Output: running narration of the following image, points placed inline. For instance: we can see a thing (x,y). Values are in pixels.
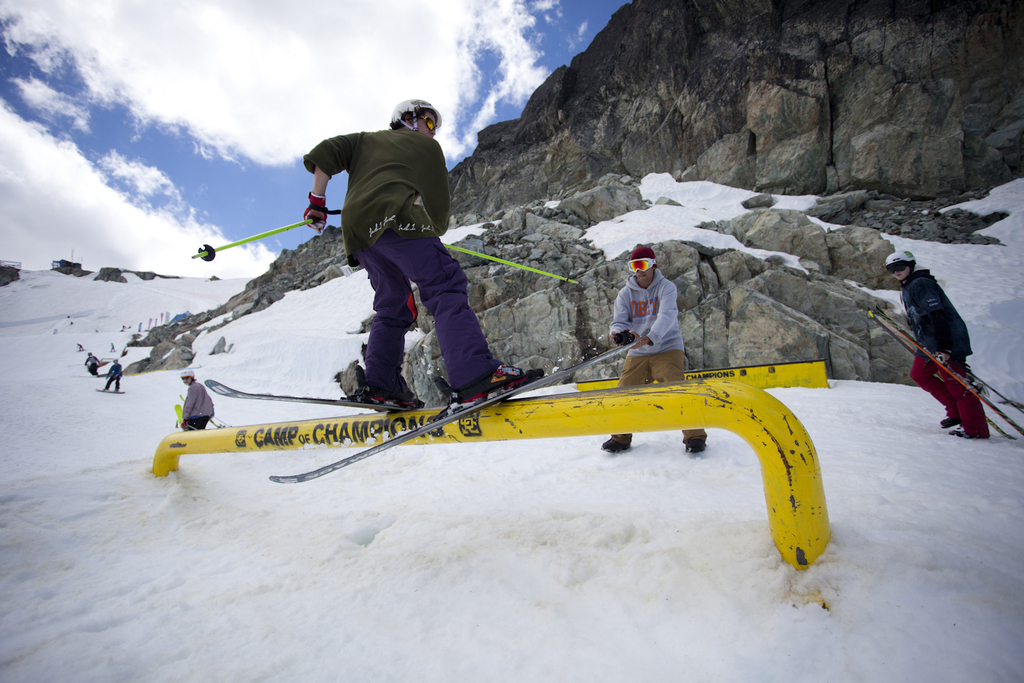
There is a man (395,292) standing on a pole (706,416) with his skiing boards (349,405). He is wearing a helmet (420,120) and spectacles (434,122). He is holding a sticks (318,218) in his hands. Another man (640,355) is standing in front of him on the snow (88,303). To the right of him a man (924,360) is walking on the snow (921,403). Some of them are skiing from down the hill (102,380). Behind them there is a hill (659,109) here. In the background (536,66) we can observe clouds (265,94) and the sky (245,174).
